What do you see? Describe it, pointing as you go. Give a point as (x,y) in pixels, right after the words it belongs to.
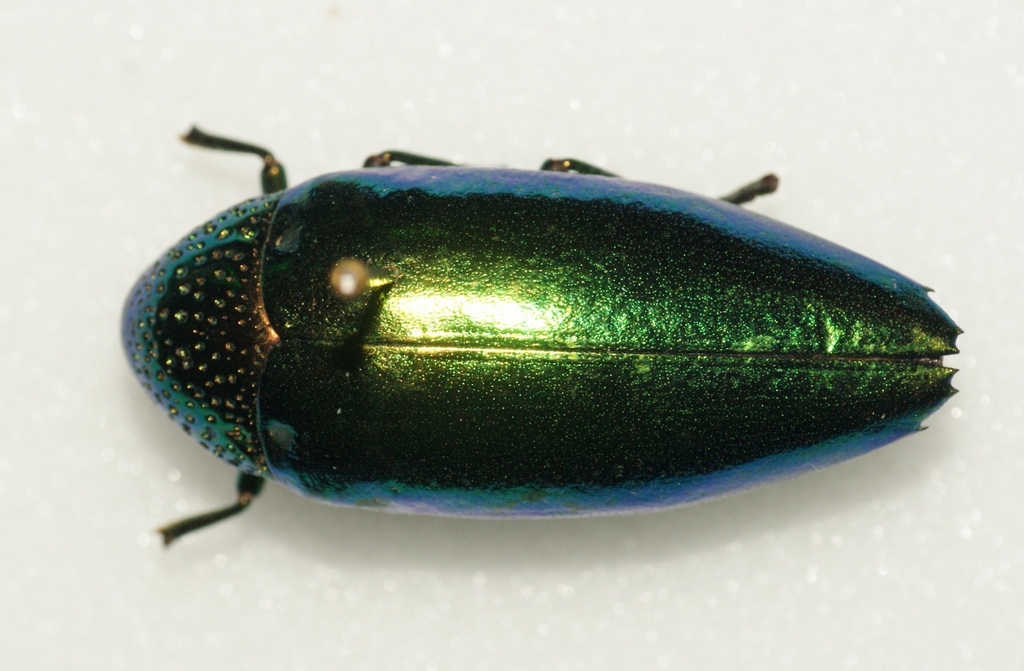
In this image there is an insect (316,447), the background of the image (871,159) is white in color.
